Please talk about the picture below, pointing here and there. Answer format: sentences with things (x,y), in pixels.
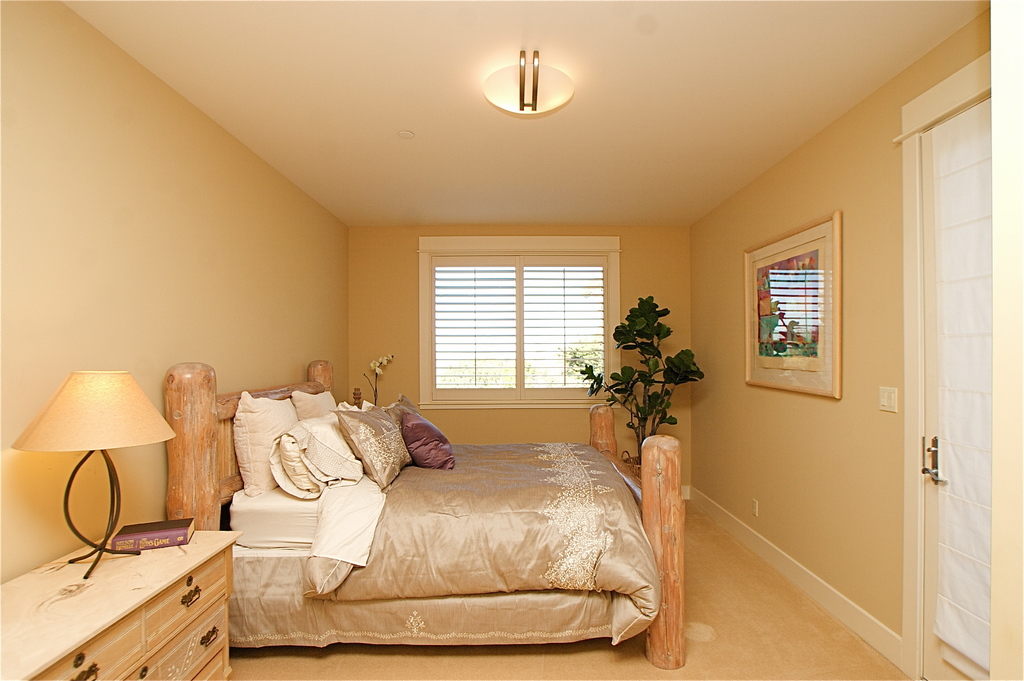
In this image, we can see pillows (356,455) on the bed (431,524) and in the background (649,374), there is a plant (684,381), frame (776,356) placed on the wall (866,316) and we can see a light (102,416) on the stand (128,604) and there is a window (585,269). At the top (515,100), there is light (553,108) and on the right (940,416), there is a door (935,328).
